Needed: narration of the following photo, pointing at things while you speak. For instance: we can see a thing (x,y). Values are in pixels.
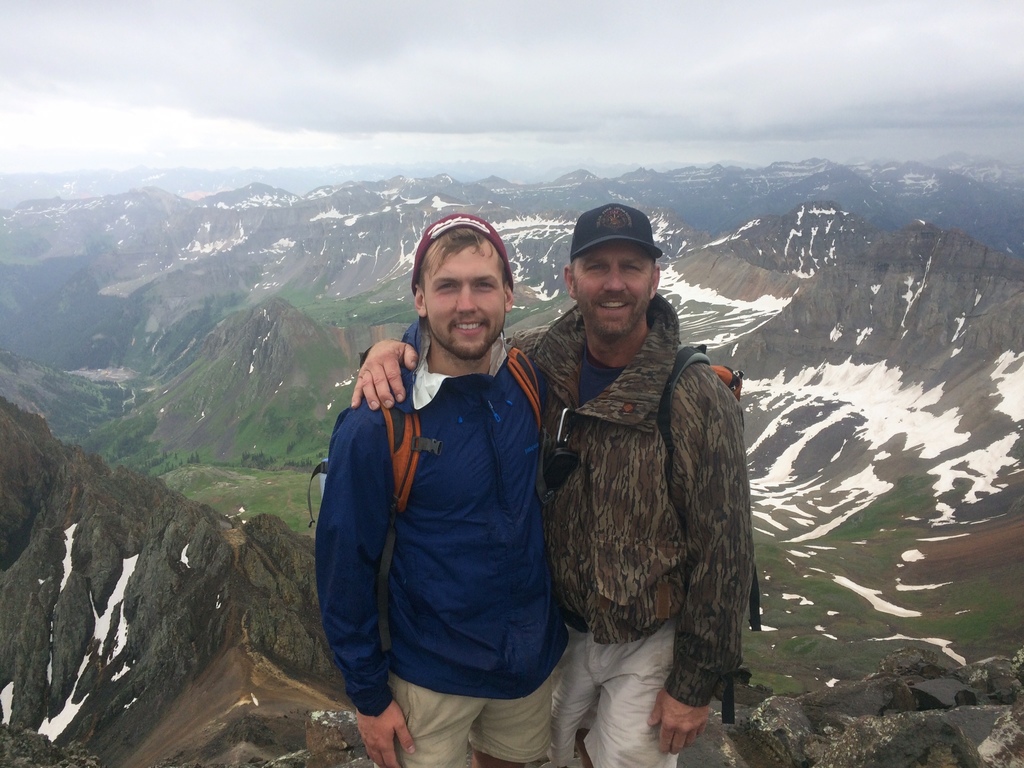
Here I can see two men (464,536) are wearing jackets (519,595), shorts (571,733), standing, smiling and giving pose for the picture. Beside these men (673,676) there is a rock (896,726). In the background (256,244), I can see the hills (187,316) and trees (85,313). At the top (328,81), I can see the sky (432,116).
